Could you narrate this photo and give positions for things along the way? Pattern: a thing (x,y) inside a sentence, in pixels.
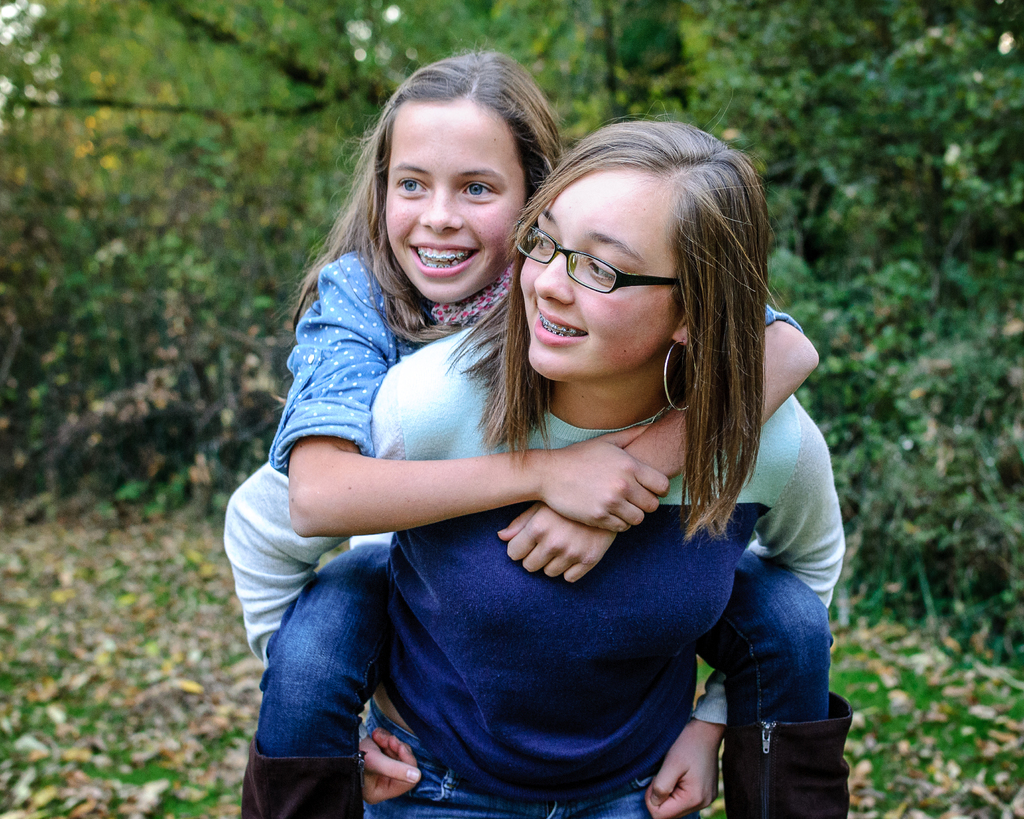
In the front of the image (666,588) I can see two people (609,449) are smiling. In the background of the image (799,274) it is blurry and there are trees (193,161).
